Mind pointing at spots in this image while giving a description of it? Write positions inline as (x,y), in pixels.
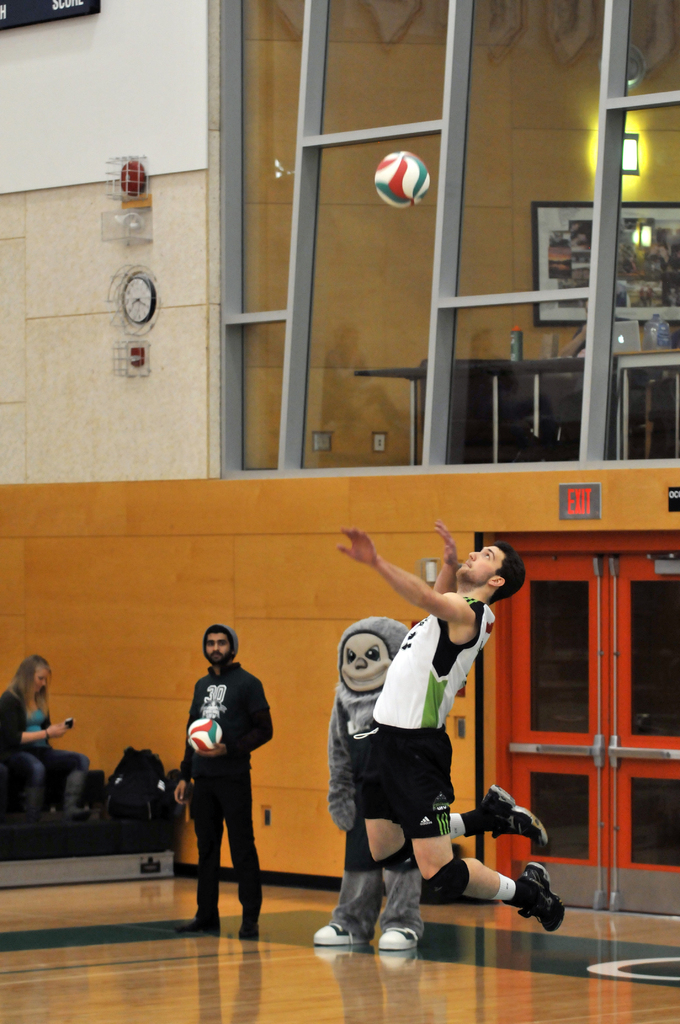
In this picture we can see a boy (427,812) wearing white t-shirt (439,694) and playing with the volleyball (410,180). Behind there is a wooden panel wall (147,579) with the red door (570,696). On the top (388,289) we can see glass (407,324) and white wall (3,291).
